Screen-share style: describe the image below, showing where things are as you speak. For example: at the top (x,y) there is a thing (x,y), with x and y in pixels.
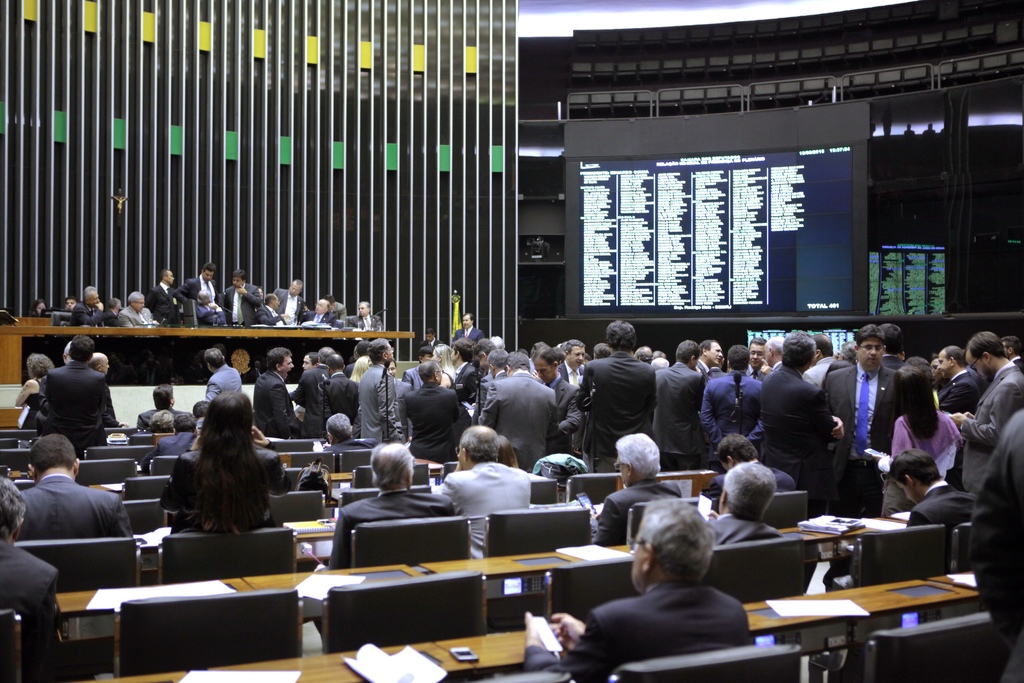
in this image there are many people (616,497) seated on the left side (321,571). on the right side (864,420) people (799,378) are standing. at the back (343,310) people (249,310) are talking to each other. on the right (724,259) back there is a screen (709,253) displayed.
